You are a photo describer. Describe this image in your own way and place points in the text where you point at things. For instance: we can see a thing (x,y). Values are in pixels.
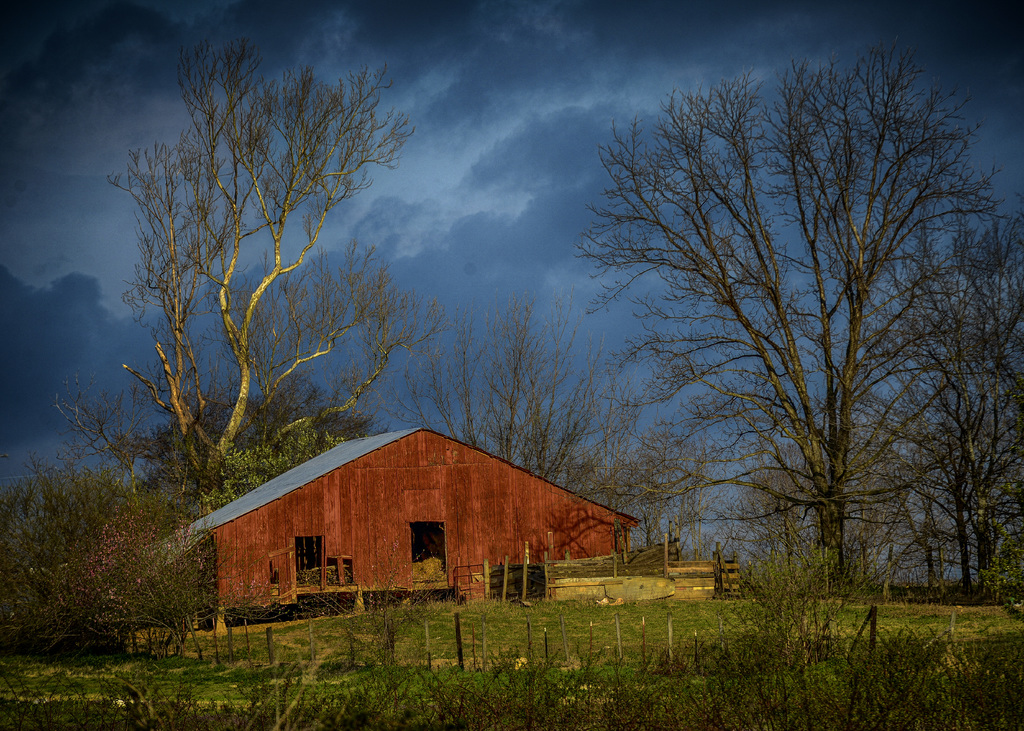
There is a grassy land (460,600) and a house (463,511) is present at the bottom of this image (448,499). We can see trees (149,446) in the middle of this image (424,421) and the sky (400,215) is in the background (400,215).
